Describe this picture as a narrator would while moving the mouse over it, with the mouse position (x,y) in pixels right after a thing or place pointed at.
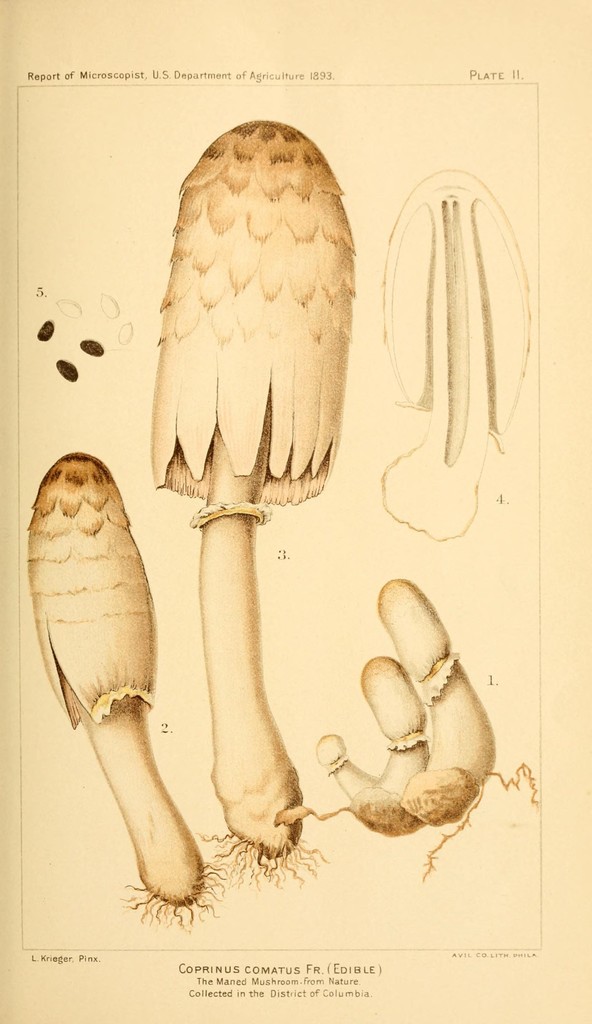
This is a paper (384,633). In the center of the image (394,351) we can see mushrooms (485,475). At top (259,76) and bottom of the image (262,970) we can see some text (167,74).
